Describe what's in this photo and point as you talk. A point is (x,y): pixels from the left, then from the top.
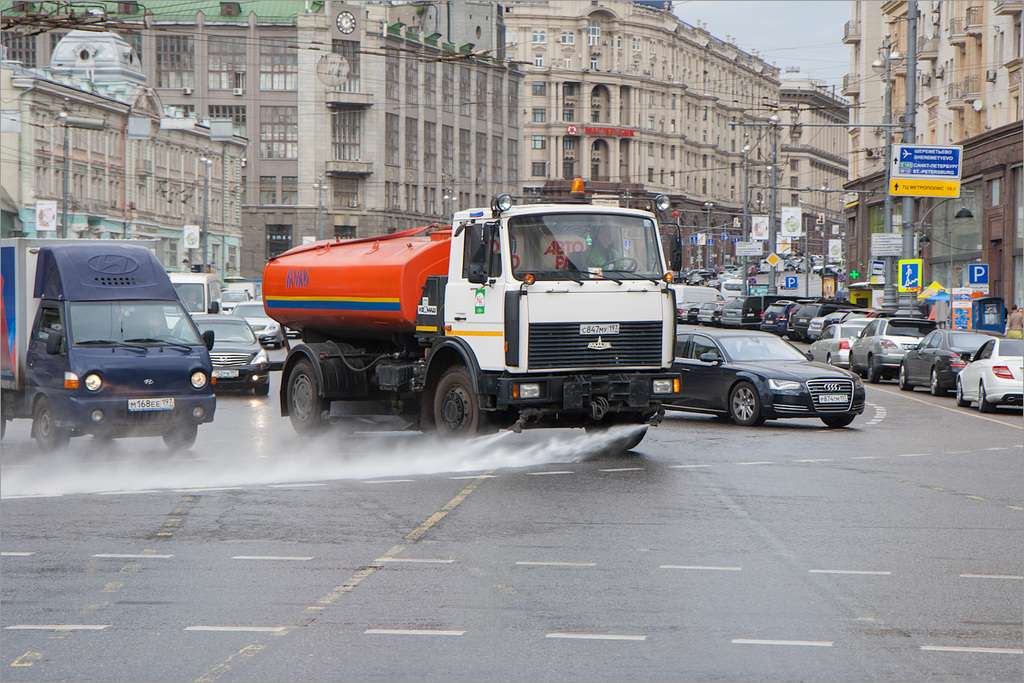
In the image there are many vehicles (605,277) on the road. In the background (300,102) there are many buildings (216,167) with walls (376,155), windows (290,74), pillars (305,86) and roofs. There are poles (889,66) with sign boards (969,309) and lamps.
